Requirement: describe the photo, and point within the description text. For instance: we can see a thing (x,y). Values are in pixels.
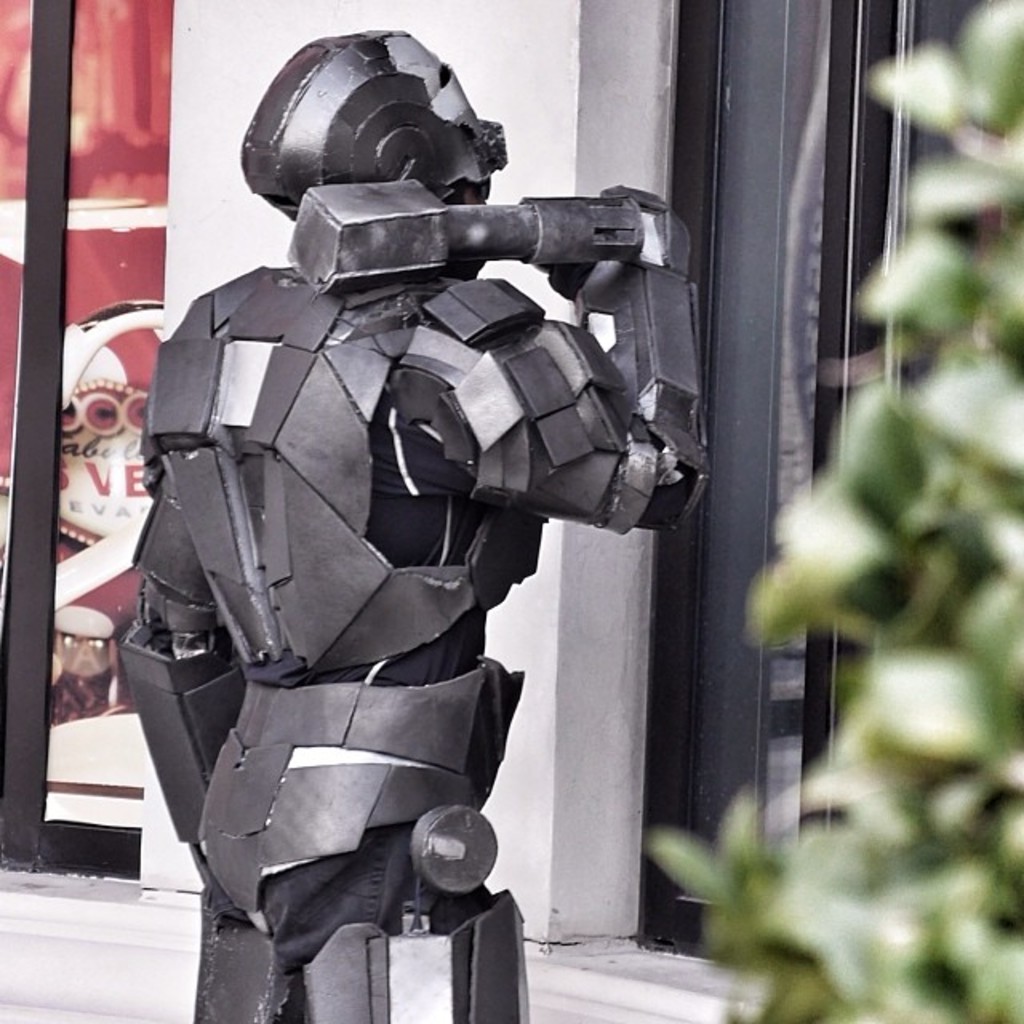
In the center of the image (571,490) there is a depiction of a person (481,572). In the background of the image (280,62) there is a wall (207,250). There are windows (793,128). To the right side of the image (1008,70) there is a plant (807,973).
